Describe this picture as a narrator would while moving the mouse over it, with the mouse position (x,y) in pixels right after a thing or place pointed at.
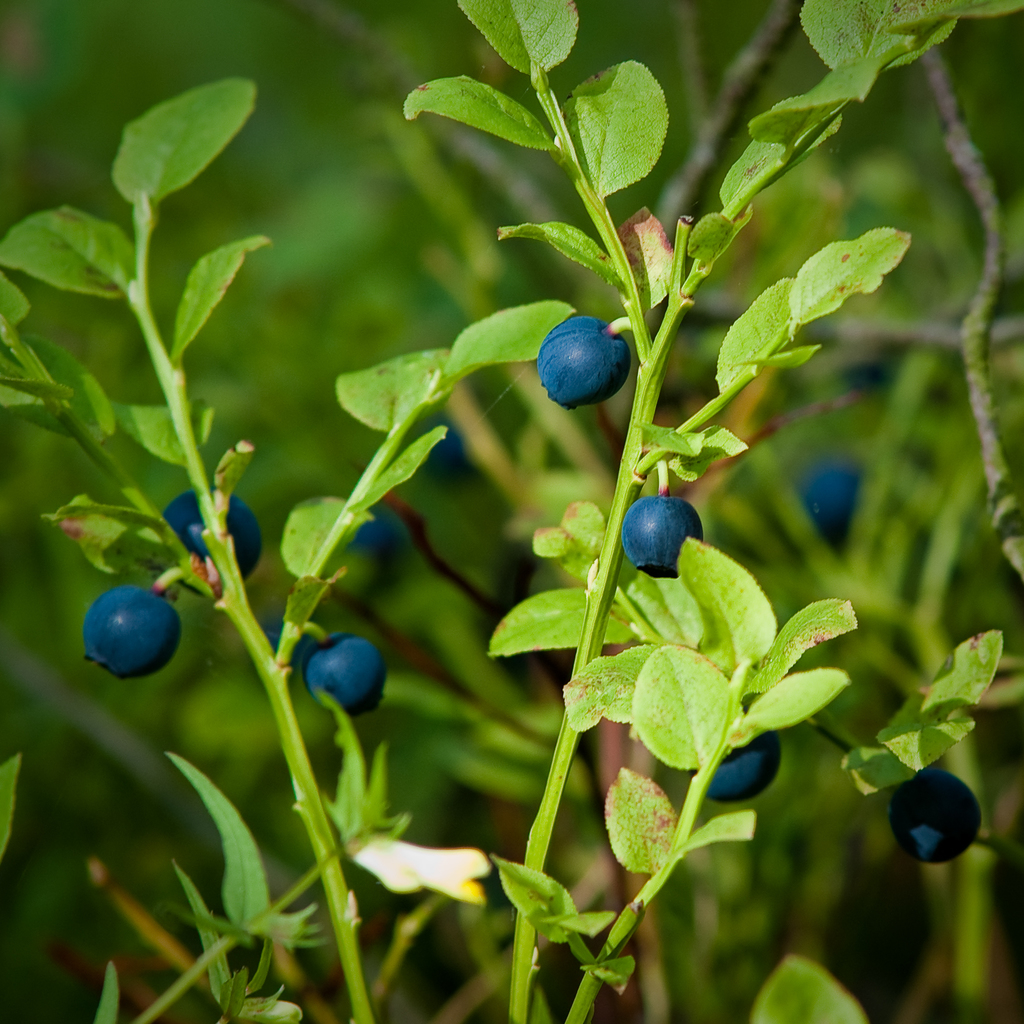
In the foreground of this image (568,400), there are berries (585,360) to the plants (671,692).
